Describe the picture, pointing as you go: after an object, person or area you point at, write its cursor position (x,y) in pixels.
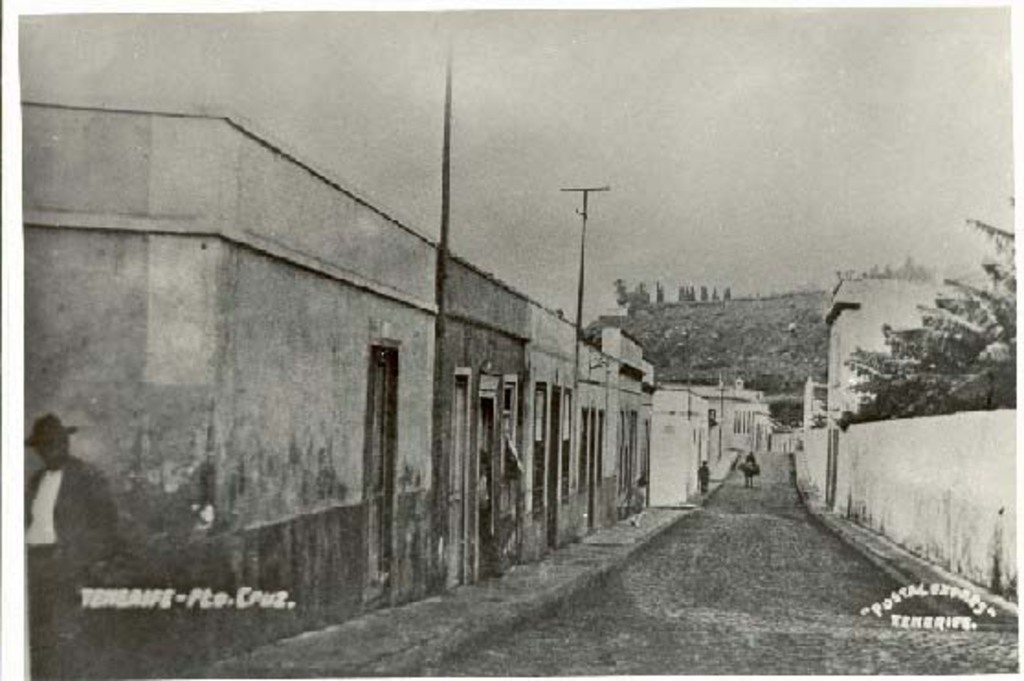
This picture describe about the old image. In the front (449,634) there is a small lane (824,637) with small houses (233,556) and electric poles (581,384). On the right side (899,480) we can see some trees (970,362) and white color boundary wall (869,440). Behind we can see stone hill area (762,373). In the front (63,563) bottom side we can see a man (83,520) wearing black coat (80,556) is walking on the street lane (830,652).
